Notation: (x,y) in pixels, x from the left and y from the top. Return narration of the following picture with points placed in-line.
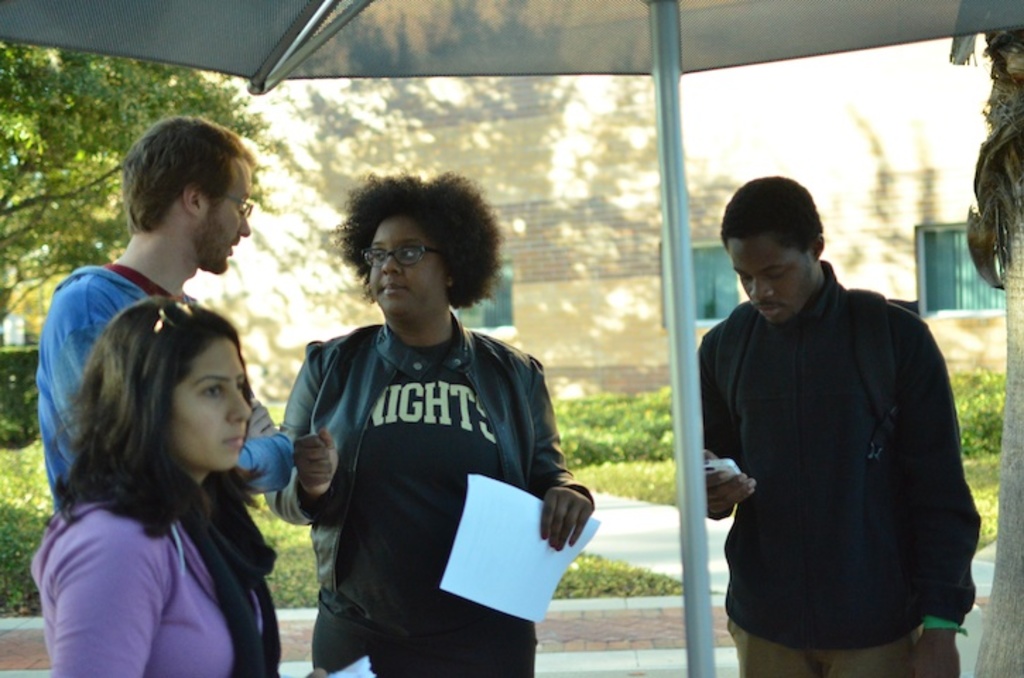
Front portion of the image we can see an umbrella (550,24), rod (669,87) and people (864,401). Among them one person (369,480) is holding a paper (518,575) and another person (840,459) is holding a mobile (741,473). Background of the image (426,103) we can see building (439,102), plants (18,446), grass (657,469) and trees (59,112).
